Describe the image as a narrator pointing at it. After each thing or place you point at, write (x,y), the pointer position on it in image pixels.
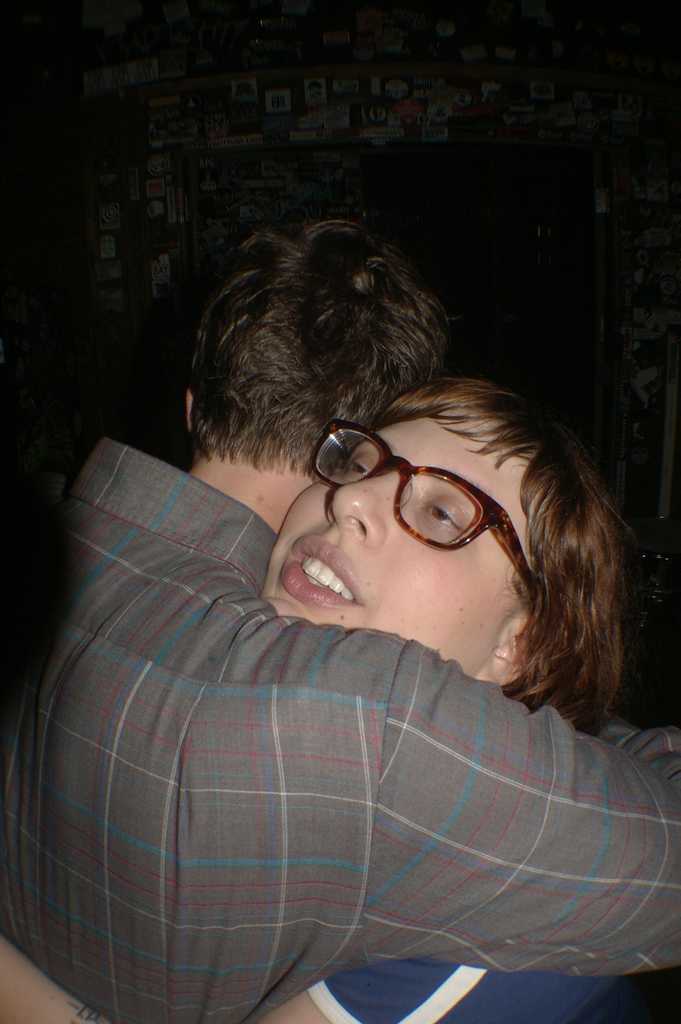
In the image in the center (329,595), we can see two persons (305,755) are standing and they are hugging.
